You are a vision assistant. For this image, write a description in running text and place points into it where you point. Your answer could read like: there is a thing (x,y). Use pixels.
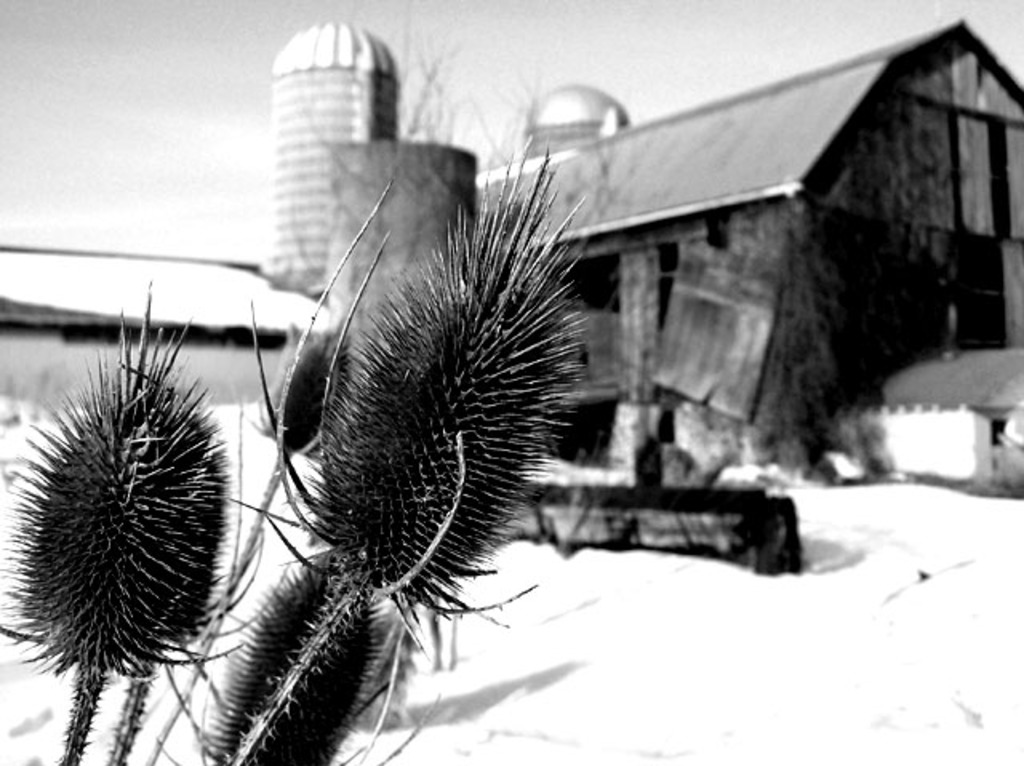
This is a black and white image. In this image we can see plants (59,446), snow (633,597), house (637,397), tree (421,111) and sky (739,38).
